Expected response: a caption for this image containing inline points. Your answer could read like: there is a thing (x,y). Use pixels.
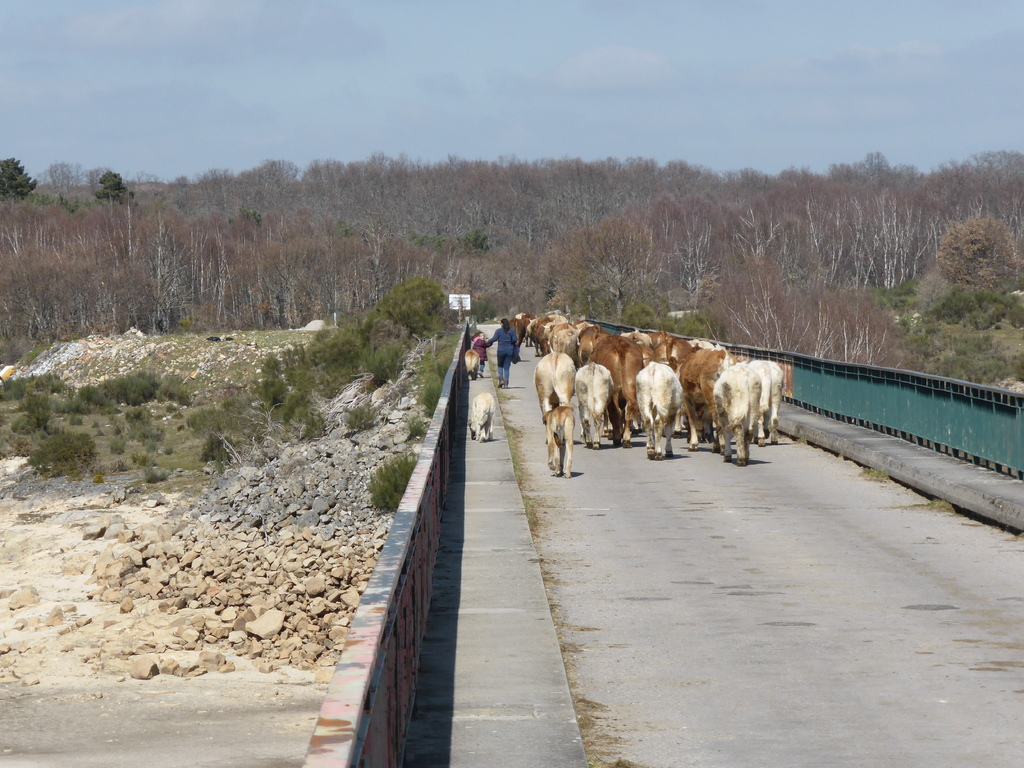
In this picture there is a person (483,354) walking and we can see animals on the road (630,528), fence (421,474), plants (478,321), board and stones (305,557). In the background of the image (126,177) we can see trees (770,180) and sky (602,89).
